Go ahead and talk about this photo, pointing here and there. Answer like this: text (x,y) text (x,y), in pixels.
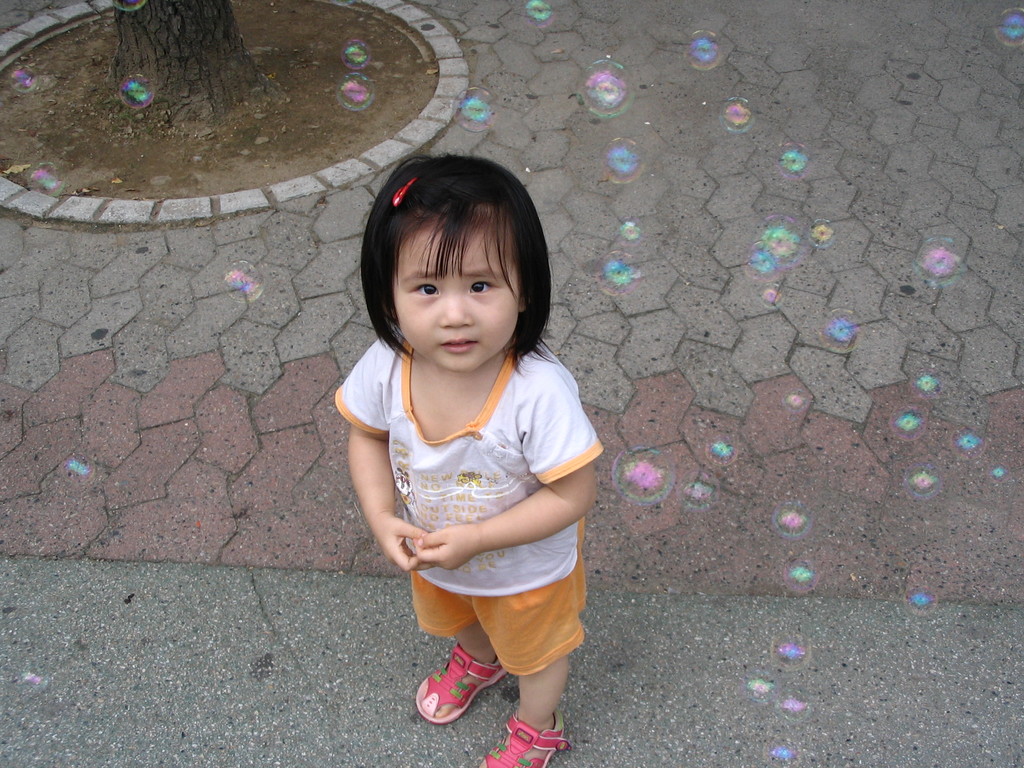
In this image there is a child (438,341) standing on the ground (204,412), the child (418,300) is truncated towards the bottom of the image (527,727), there are water bubbles (661,488), there is the trunk (151,52) of a tree (190,43) truncated towards the top of the image (198,39).
